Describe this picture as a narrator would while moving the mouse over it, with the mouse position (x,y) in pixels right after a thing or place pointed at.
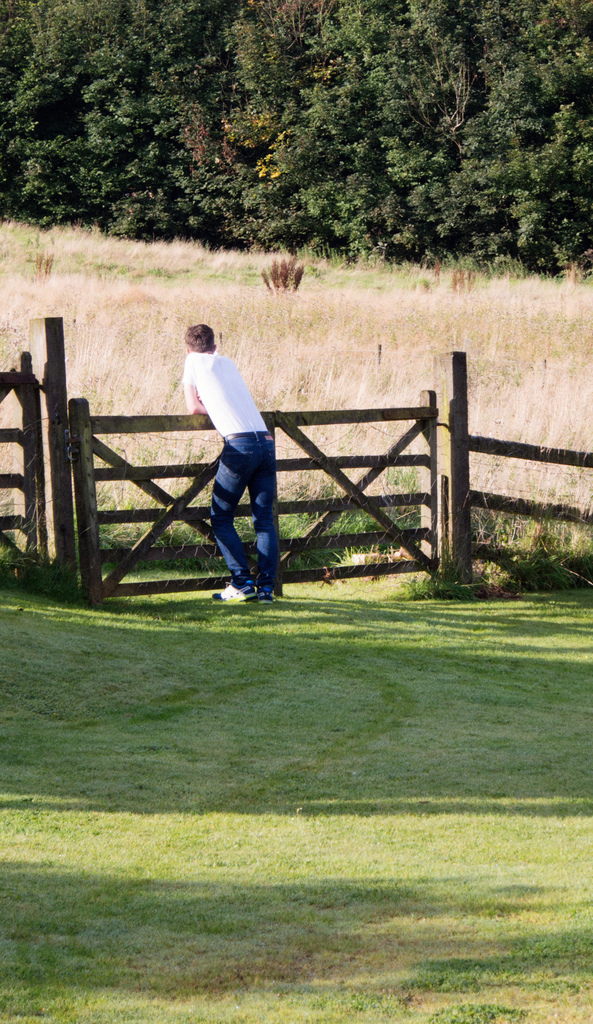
In this image we can see a person (230,402) is standing on the grass (224,620) at the fence (411,547). In the background (264,349) we can see grass (227,349) and trees (406,144).
